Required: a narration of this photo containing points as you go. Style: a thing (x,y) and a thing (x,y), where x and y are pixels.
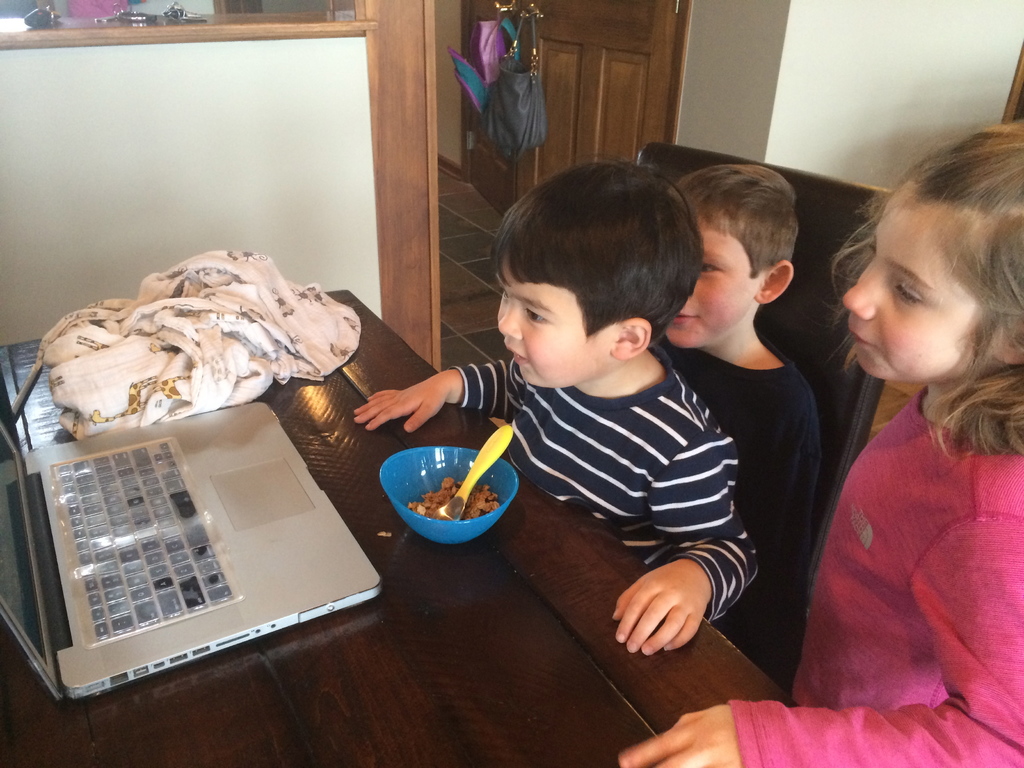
In this picture I can see there are three kids (772,292) sitting on the chair (813,559), there is a wooden table (337,725) at the left side (305,461) and there is a laptop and a cloth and there is a wooden door (589,96) in the backdrop (469,153).
